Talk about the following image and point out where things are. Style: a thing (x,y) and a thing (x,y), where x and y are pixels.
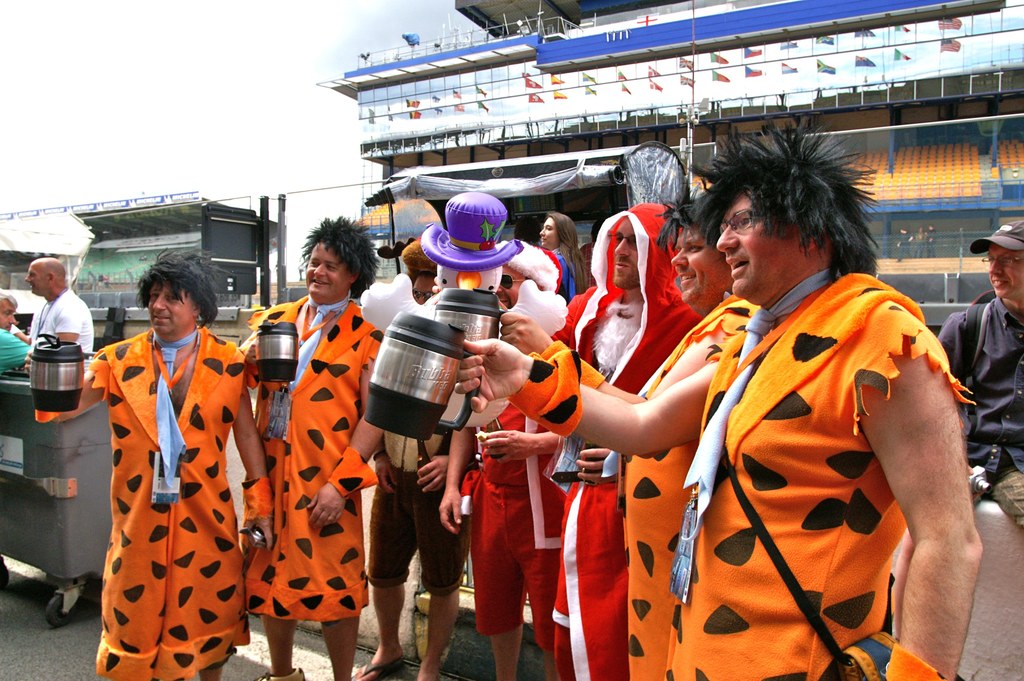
In this picture, we can see a few people (568,508), and among them we can see a few people (549,405) in costume (374,567) and holding some objects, we can see the wall (1003,546), container (69,595) with wheels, stadium (893,171), fencing (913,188), poles (892,151), flags (525,84), and the sky (212,191).
